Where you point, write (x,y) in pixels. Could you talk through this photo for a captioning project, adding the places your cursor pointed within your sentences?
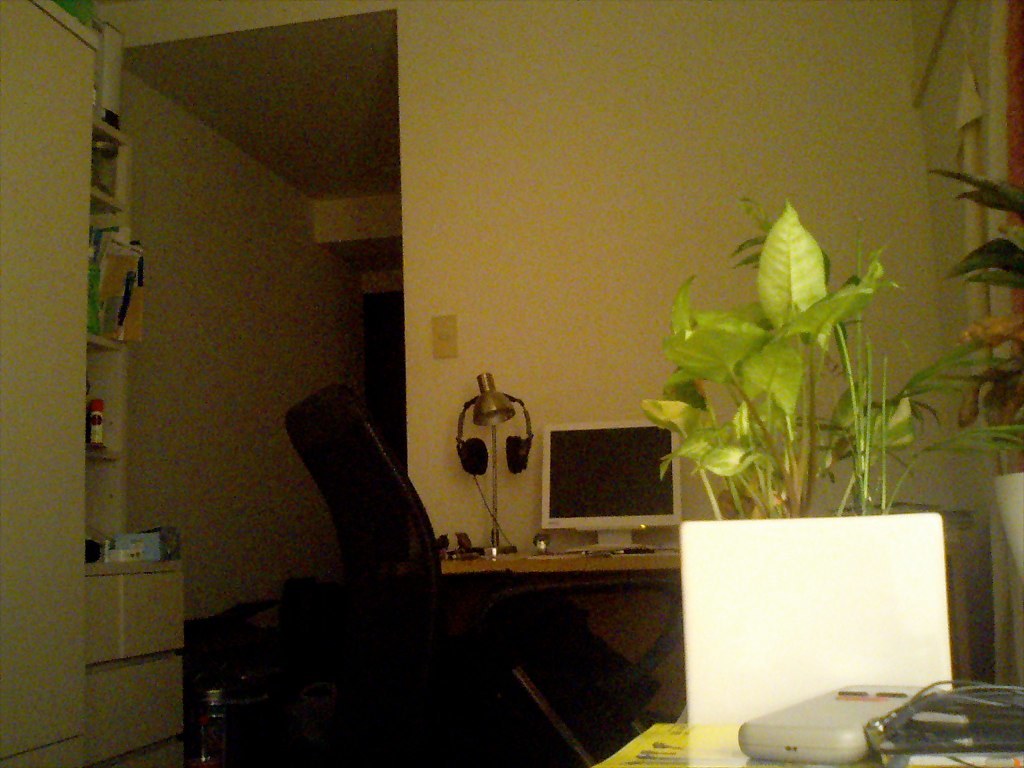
In this picture we can see a chair (416,666), beside to the chair (435,584) we can find a monitor (628,453), headphones (520,440) and some other things (515,548) on the table (571,555), on the left side (130,547) we can see few things (95,284) in the racks (125,341), and also we can see few plants (827,346).
